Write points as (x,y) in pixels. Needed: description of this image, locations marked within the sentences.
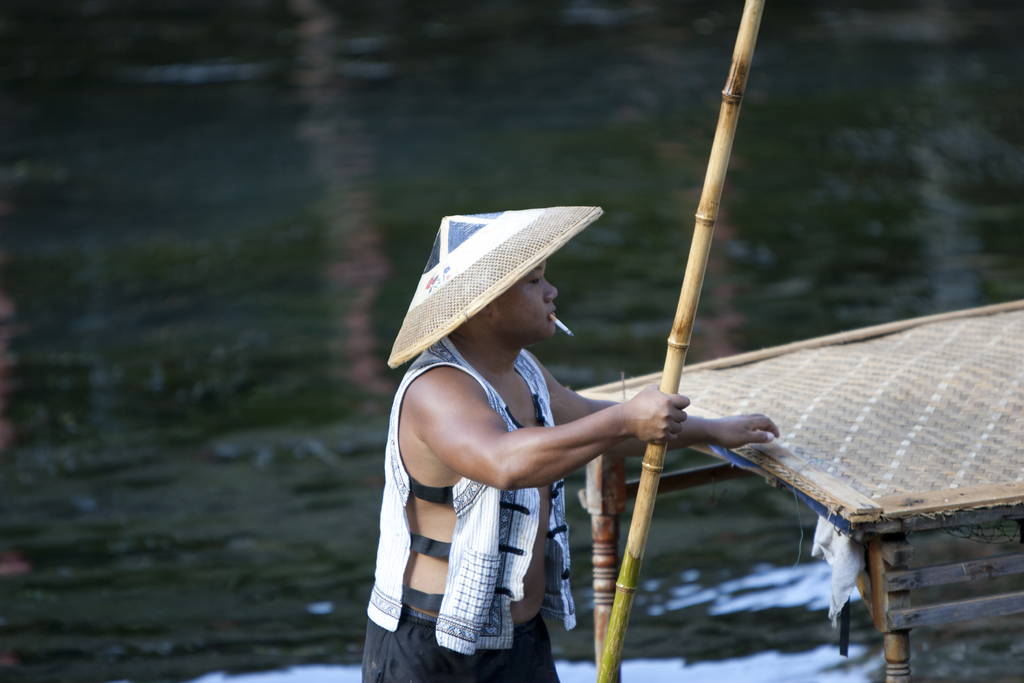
In this picture we can see a person (551,328) holding a stick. There is a cigarette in his mouth (548,310). We can see a wooden object (779,476) on the right side (745,461).
